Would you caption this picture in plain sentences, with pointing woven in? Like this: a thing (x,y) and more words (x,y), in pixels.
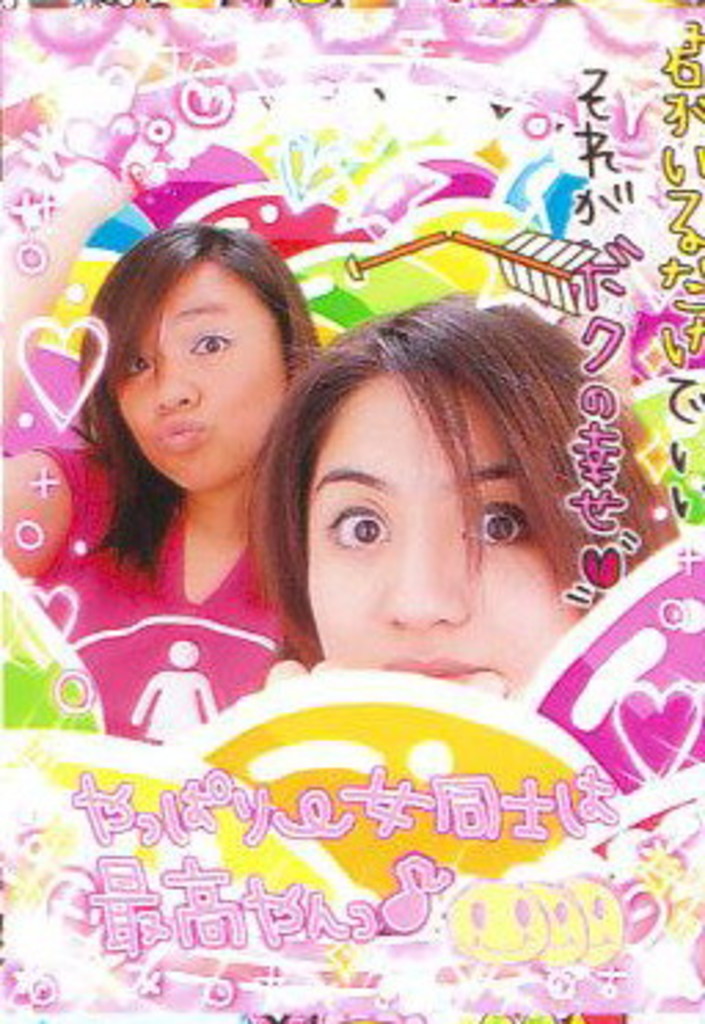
In this image we can see there is an edited picture with a design (43,431) and text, and there are two persons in the picture.
